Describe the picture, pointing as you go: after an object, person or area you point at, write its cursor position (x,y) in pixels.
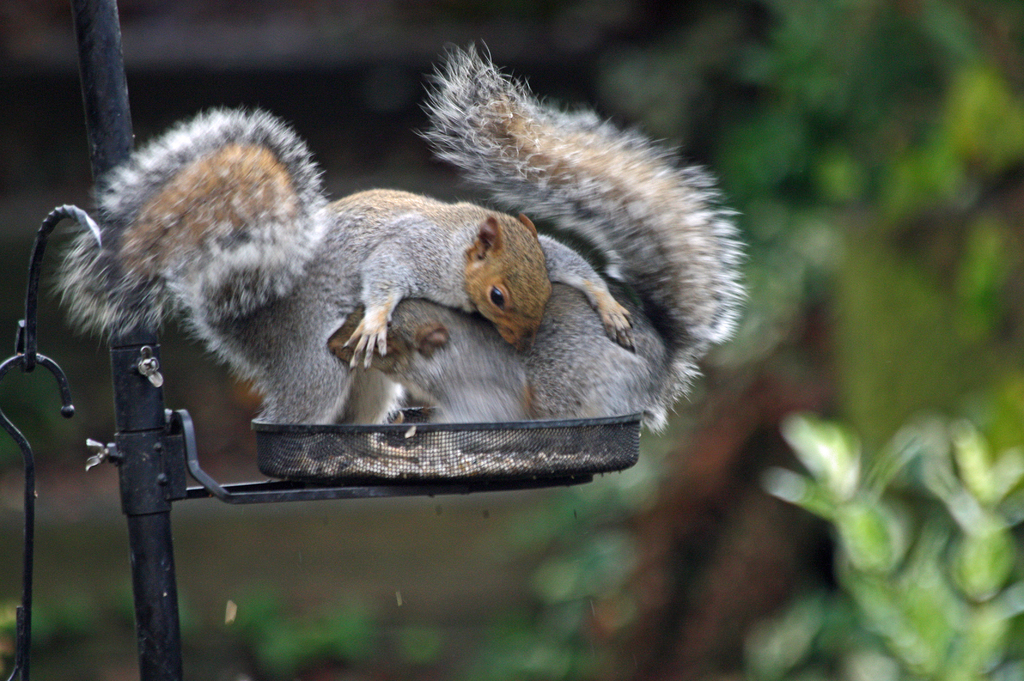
This picture contains two squirrels (505,413). Beside that, we see a black color pole (163,583). At the bottom of the picture (835,568), we see trees (860,532) and plants (850,549). In the background (346,92), it is in green and black color and it is blurred in the background (259,602).
